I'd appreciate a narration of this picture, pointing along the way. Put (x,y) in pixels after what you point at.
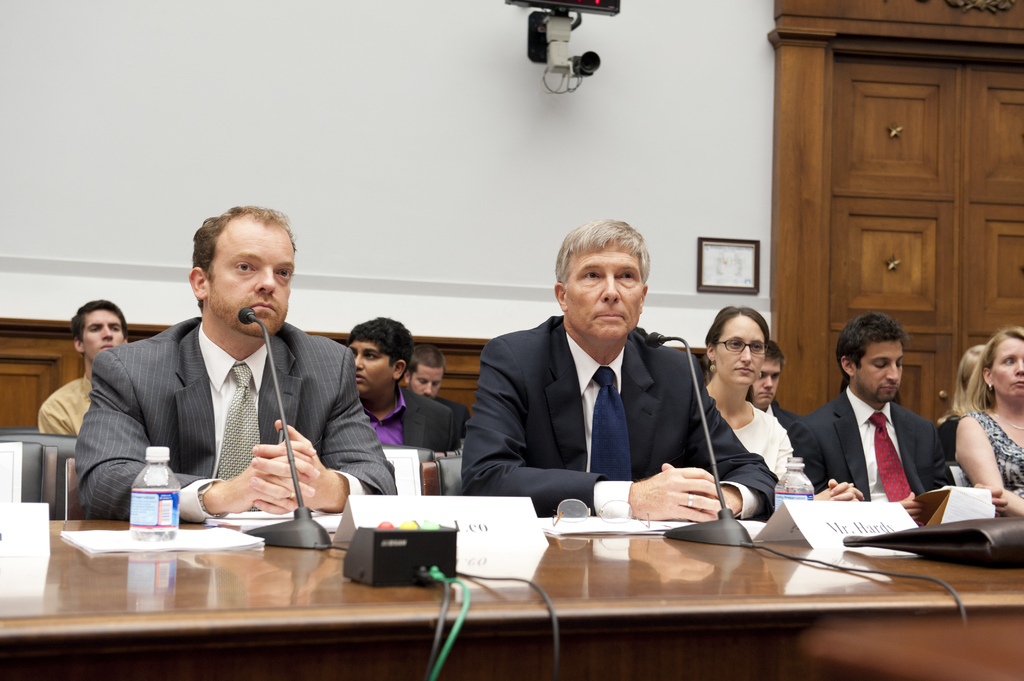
In this image we can see people (213,360) sitting on chairs (56,468). There is a table (58,522) in front of them there is a bottle (171,525), mics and other objects (376,504). In the background of the image (673,147) there is wall (446,222). There is a camera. There is a door (867,119).
